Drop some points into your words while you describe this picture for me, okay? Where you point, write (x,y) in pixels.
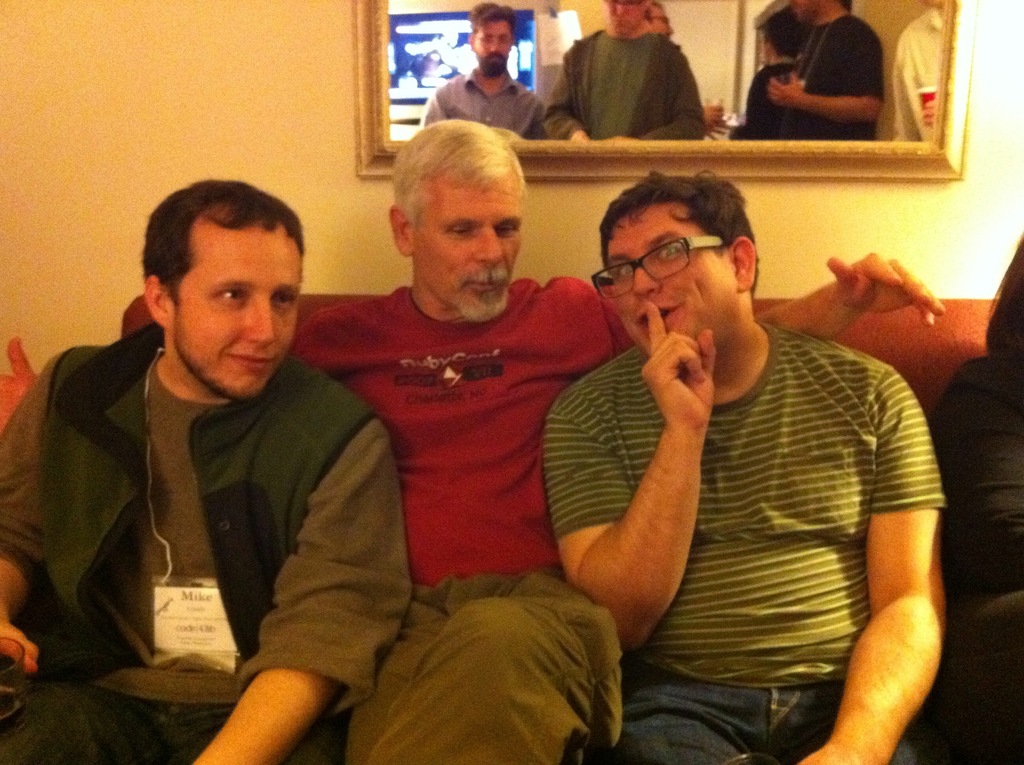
In this image I can see three people (551,577) are sitting on a sofa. Among them this man (803,710) is wearing spectacles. In the background (308,35) I can see people (658,120) and a wall (272,154).
